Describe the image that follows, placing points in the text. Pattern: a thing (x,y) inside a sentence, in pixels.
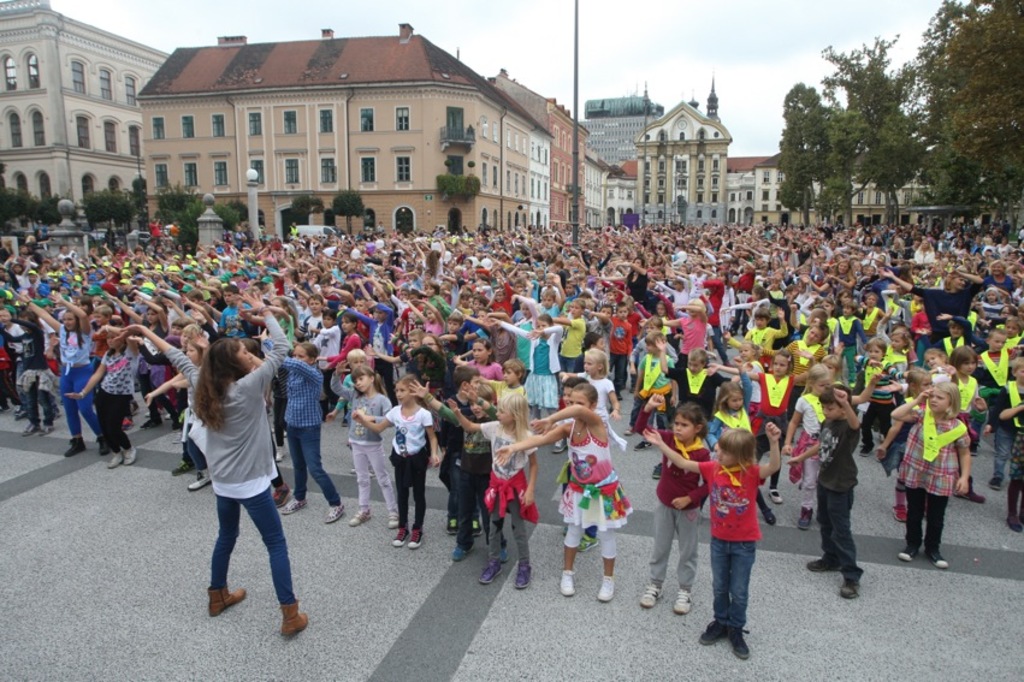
In this image we can see many people (435,341) standing on the ground (671,599) and in the background (271,151) there are few buildings (275,167), trees (300,208), a pole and the sky (562,17).
